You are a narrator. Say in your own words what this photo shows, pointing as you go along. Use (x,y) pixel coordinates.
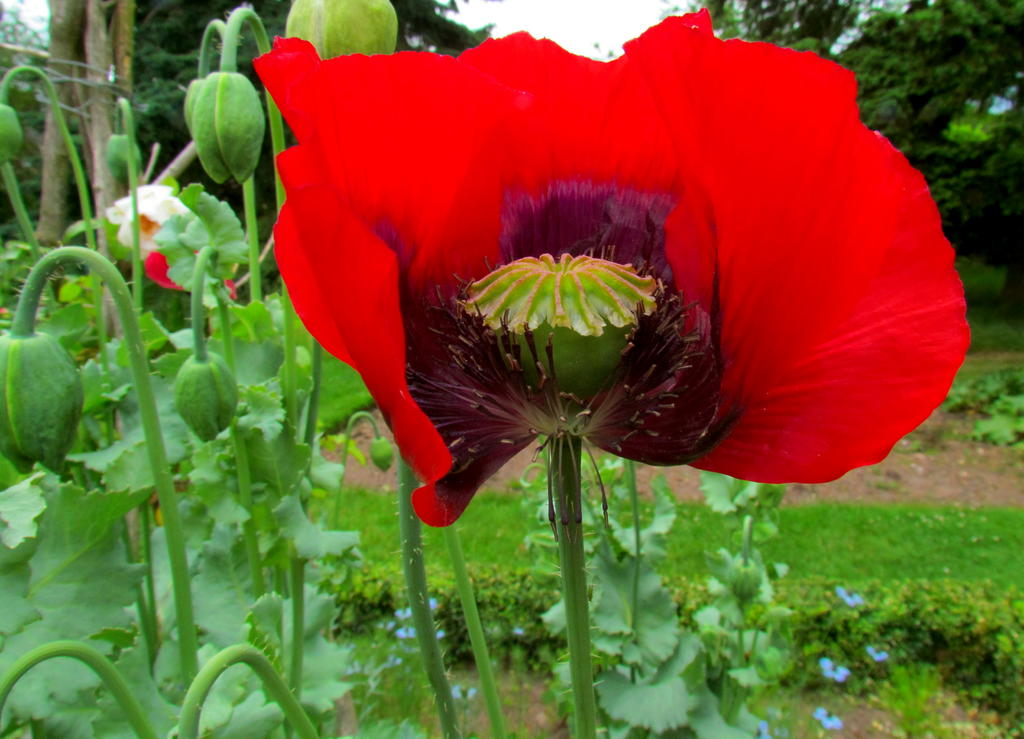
In this image we can see some flowers (474,327) and buds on the plants (338,468), there are some trees (953,133) and the grass (874,538), also we can see the sky (590,23).
